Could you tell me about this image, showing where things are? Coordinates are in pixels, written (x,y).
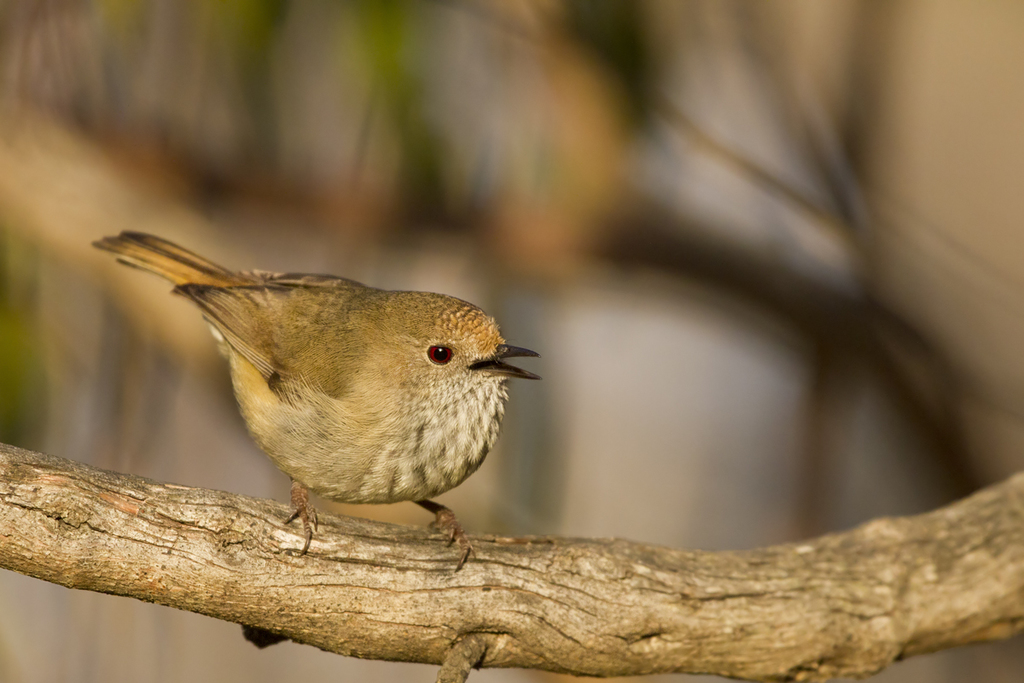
In this image we can see a bird (249,296) on the wood (408,537) and the background (418,519) is blurred.
